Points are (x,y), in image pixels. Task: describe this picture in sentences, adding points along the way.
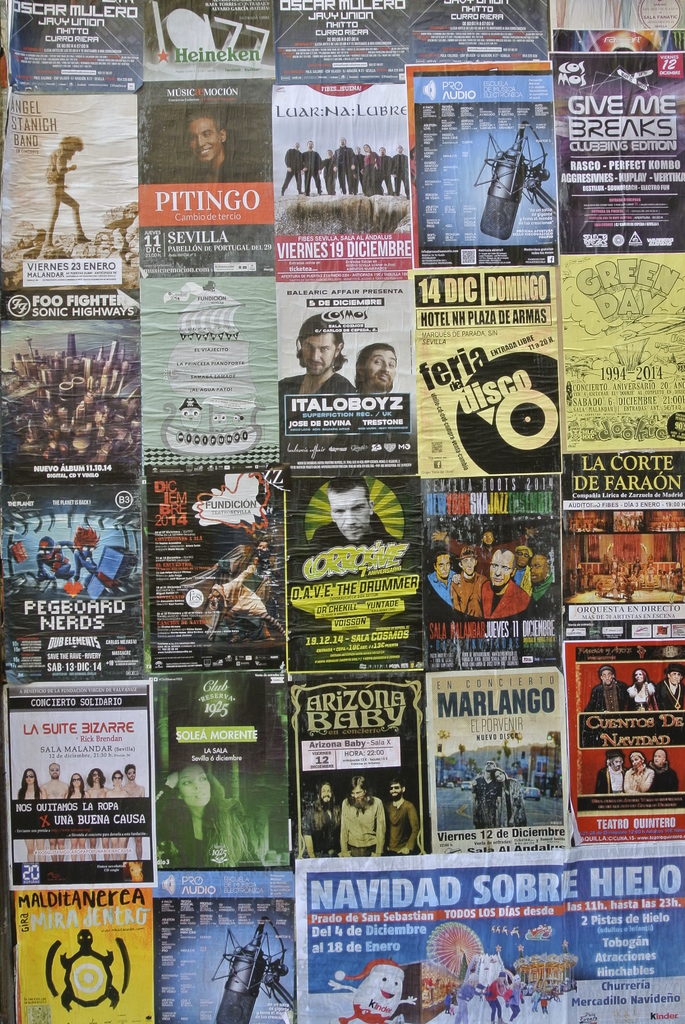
In the image we can see there are many posters (317,521), in the poster (305,551) we can see the pictures (347,492) of the people (358,499) and text (390,583).
